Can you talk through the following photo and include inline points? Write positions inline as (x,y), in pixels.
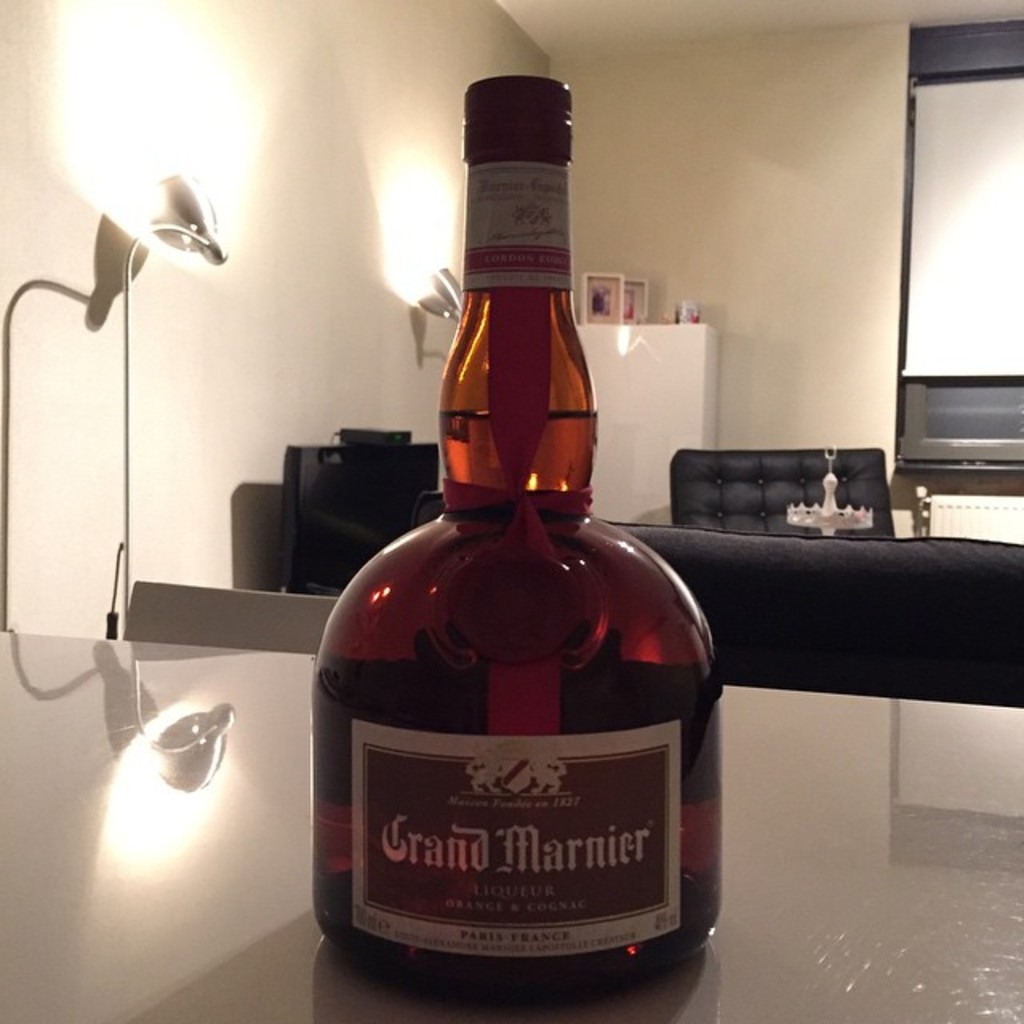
In this image we have liqueur bottle (342,634) placed in a table (983,1013), at back ground (266,635) we have lights (443,289), cupboard (629,341), chair (737,476), another table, screen (998,313) and photo frames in the cupboard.
